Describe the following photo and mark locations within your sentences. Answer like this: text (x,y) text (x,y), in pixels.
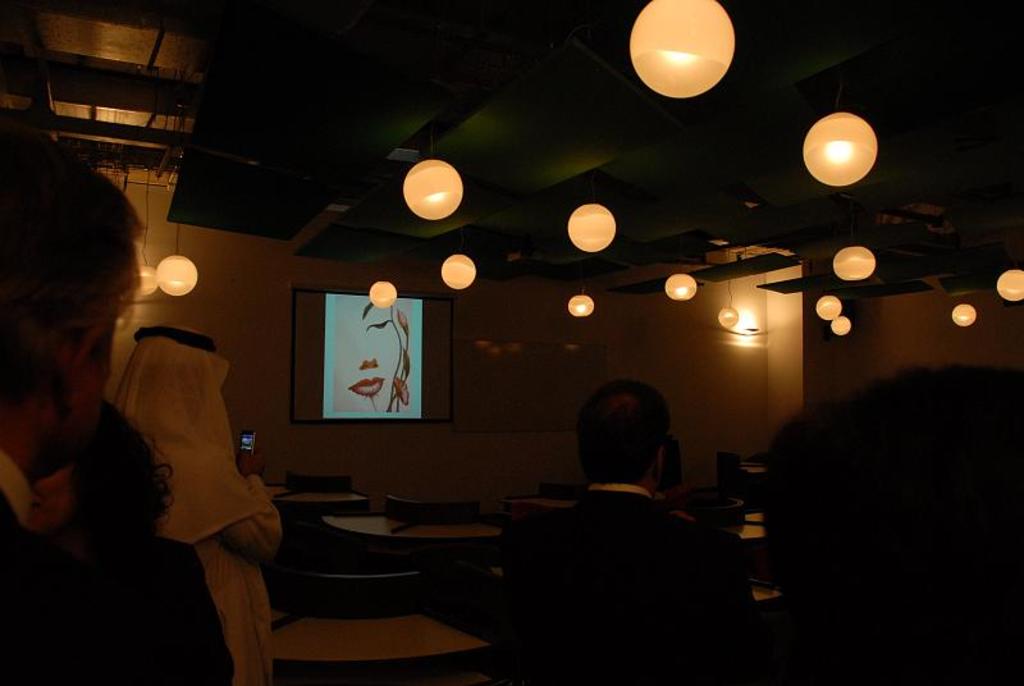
In this picture we can see some people (655,531) are sitting on the chair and some people (185,494) are standing they all are looking towards the screen (384,349) which is projected and we have a dim lighting.
